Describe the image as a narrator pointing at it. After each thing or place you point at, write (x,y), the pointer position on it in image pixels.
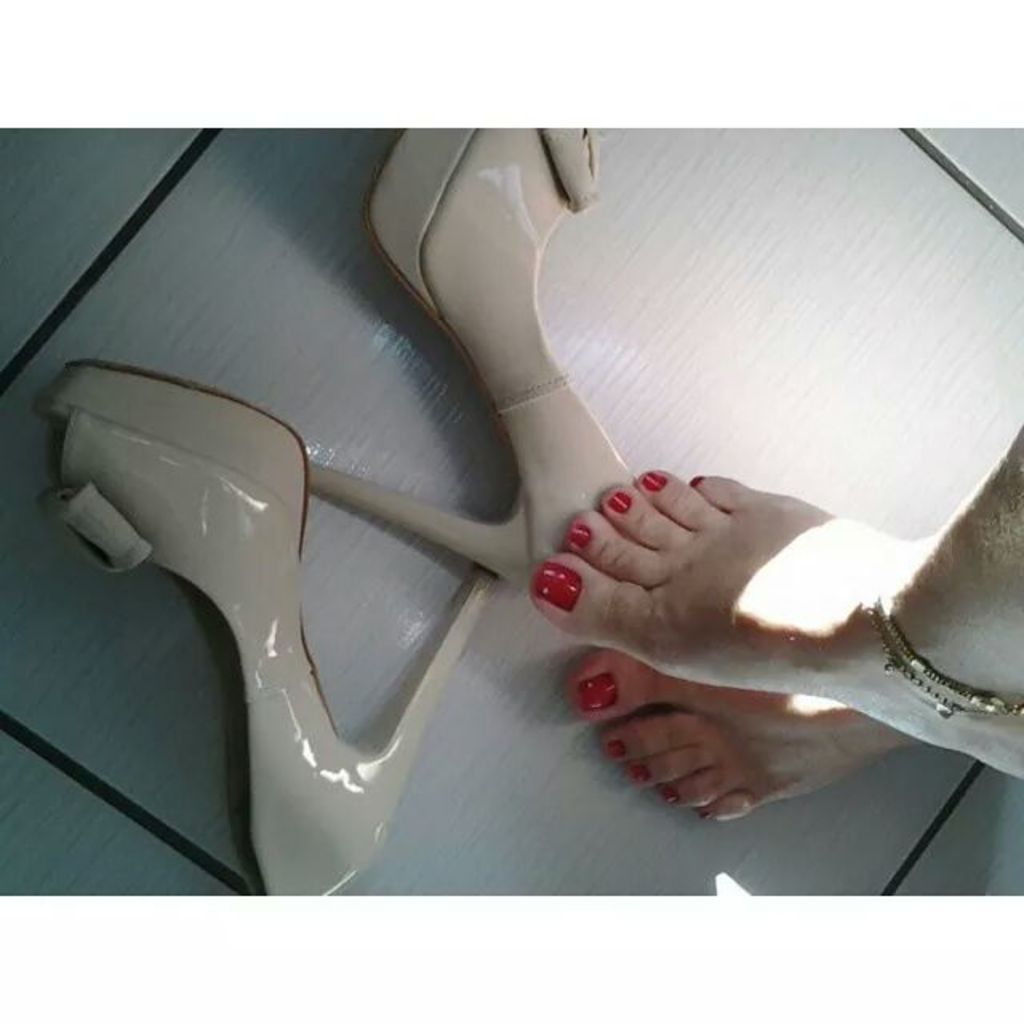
In this image I can see womans legs (881,582) and heels (557,419) on the floor (271,365). This image is taken may be in a hall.
